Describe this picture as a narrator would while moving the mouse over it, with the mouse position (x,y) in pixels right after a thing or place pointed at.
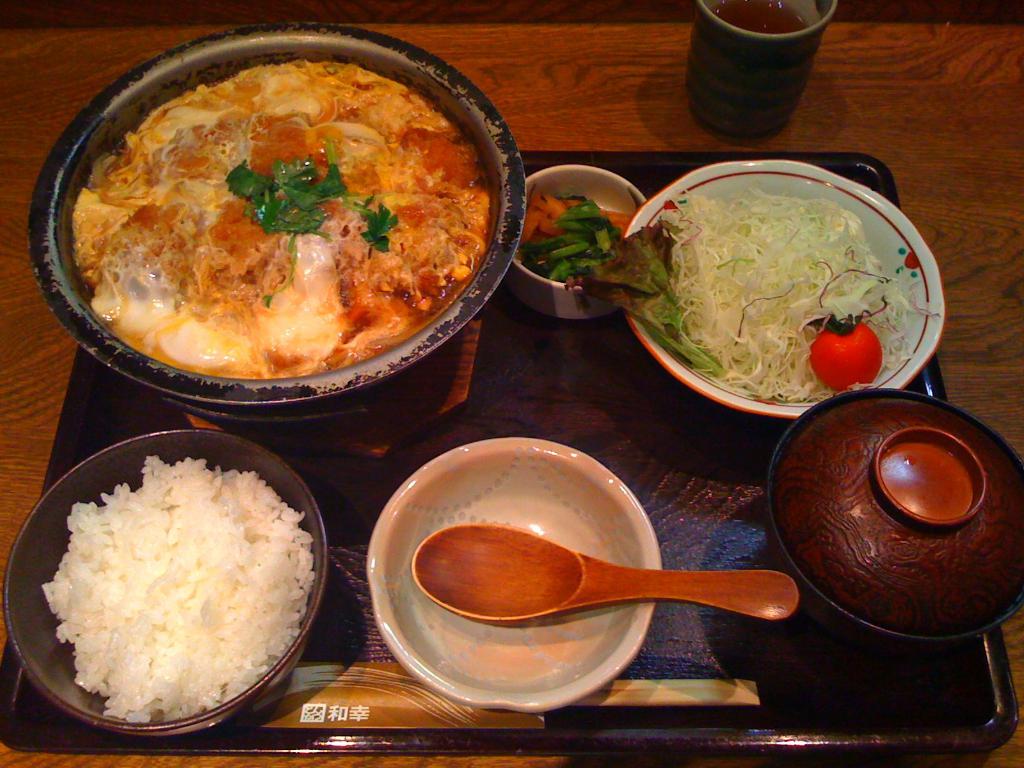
In the picture we can see the wooden table (14,131) on it, we can see some food items (180,620) in the bowls (46,602) and we can also see an empty bowl (619,623) with a spoon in it and beside it we can see the glass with a drink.
